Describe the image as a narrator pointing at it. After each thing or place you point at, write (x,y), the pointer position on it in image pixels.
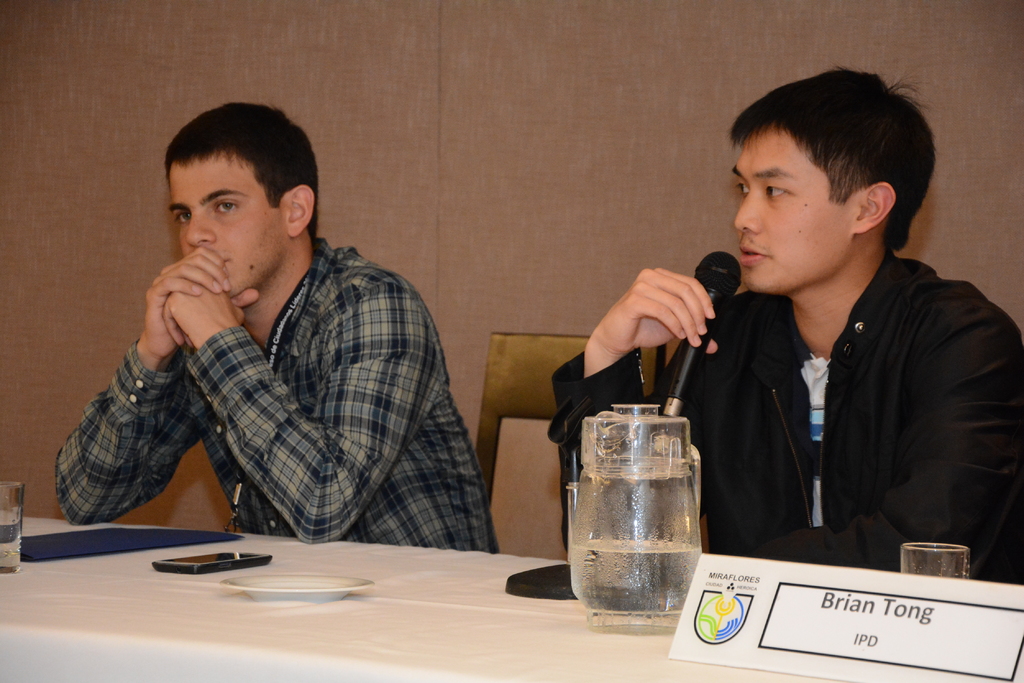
we can see in the picture that two boys (296,330) are sitting beside on a chair (498,384) and one boy (716,339) is talking on a microphone (708,292) and the other one (269,277) is listening to him. He is wearing checked shirt (325,418) and this boy (759,457) is wearing a jacket (759,473) which is in black color. This is a name plate (851,620) and a glass (913,558). This one is a water jar (620,540).
